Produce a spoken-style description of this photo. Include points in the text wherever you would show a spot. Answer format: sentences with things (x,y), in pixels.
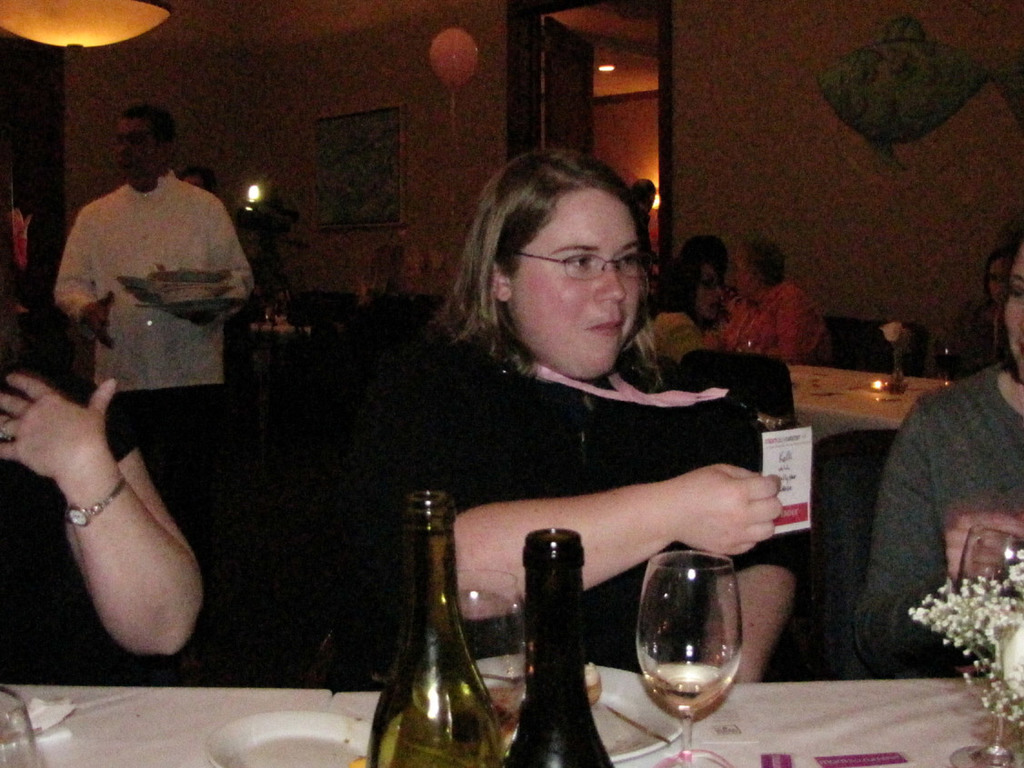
In this image there are group of people (512,340) sitting and standing. The woman (537,393) in the center (578,456) is holding a card (793,472) and this picture seems to be taken in a restaurant (823,276). In front of the woman (683,420) there is a plate (630,717) two bottles (577,722), glass (702,668). On the right side (964,516) the person hand (982,517) is visible. In front of this person (974,452) there is a decorative plant (989,638). In the background (761,282) there are some persons (738,297) sitting and one person (153,267) is standing. In the background (911,123) there are fish painting (959,70) on the wall (964,141), balloon (447,56) hanging, door (566,83) and a lamp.
